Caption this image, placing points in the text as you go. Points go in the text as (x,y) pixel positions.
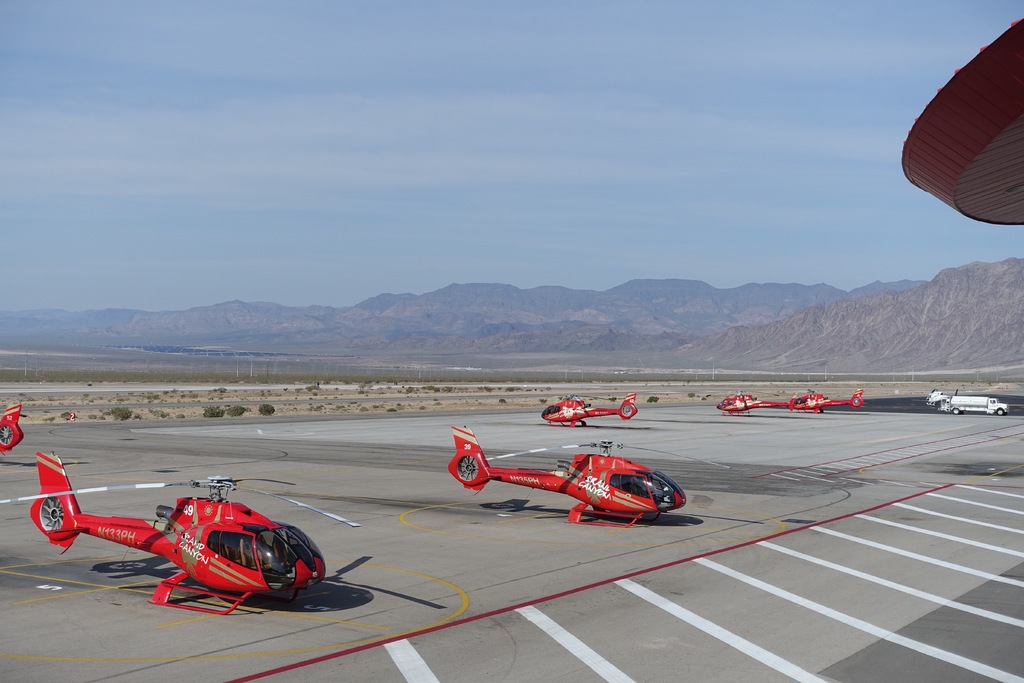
In this image I can see few aircraft's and they are in red color, background (120,293) I can see few plants (219,408) in green color, mountains (969,276) and the sky (276,197) is in blue color.
